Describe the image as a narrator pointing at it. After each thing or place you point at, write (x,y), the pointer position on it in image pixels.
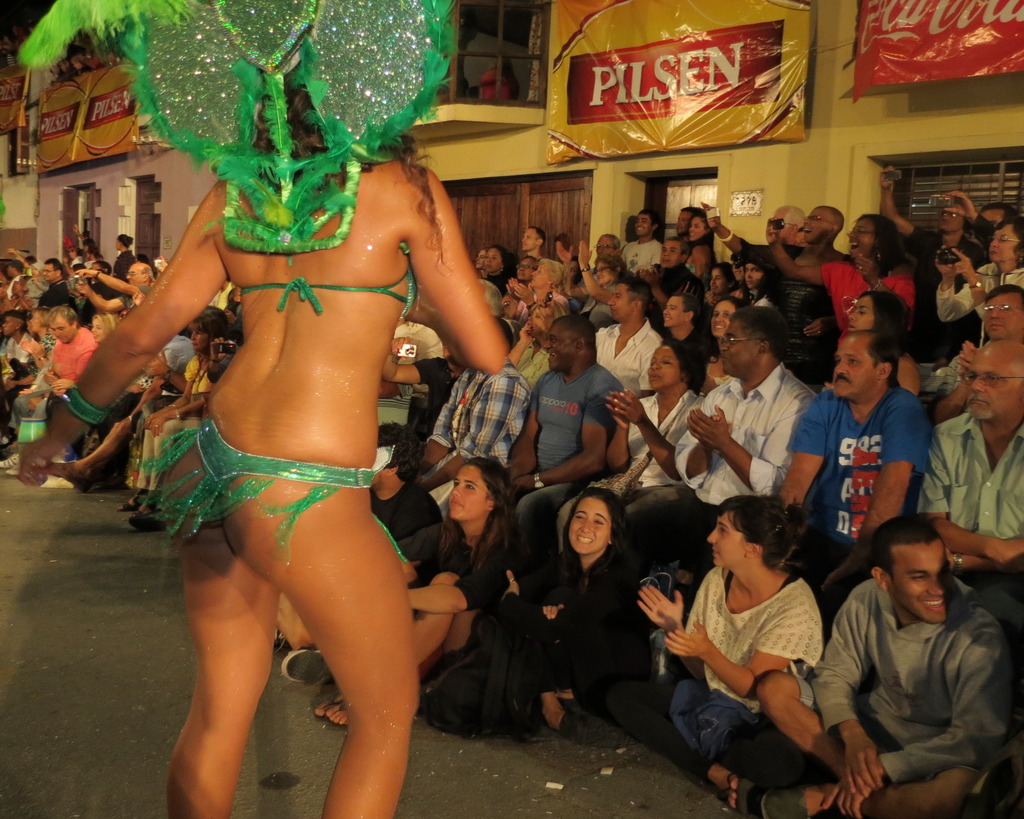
This picture is clicked outside. On the left (319,215) we can see a woman (285,261) wearing bikini (260,490) and seems to be dancing. On the right (985,565) we can see the group of persons (545,524) sitting and we can see the group of persons (646,257) standing and there is a backpack (496,679) placed on the ground (521,758). In the background (854,15) we can see the buildings (482,180) and the doors (502,204) and a deck rail (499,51) of the building (120,202) and we can see the banners (802,7) on which we can see the text (42,128) and we can see the group of persons (886,240) holding some objects (932,202) and standing.
